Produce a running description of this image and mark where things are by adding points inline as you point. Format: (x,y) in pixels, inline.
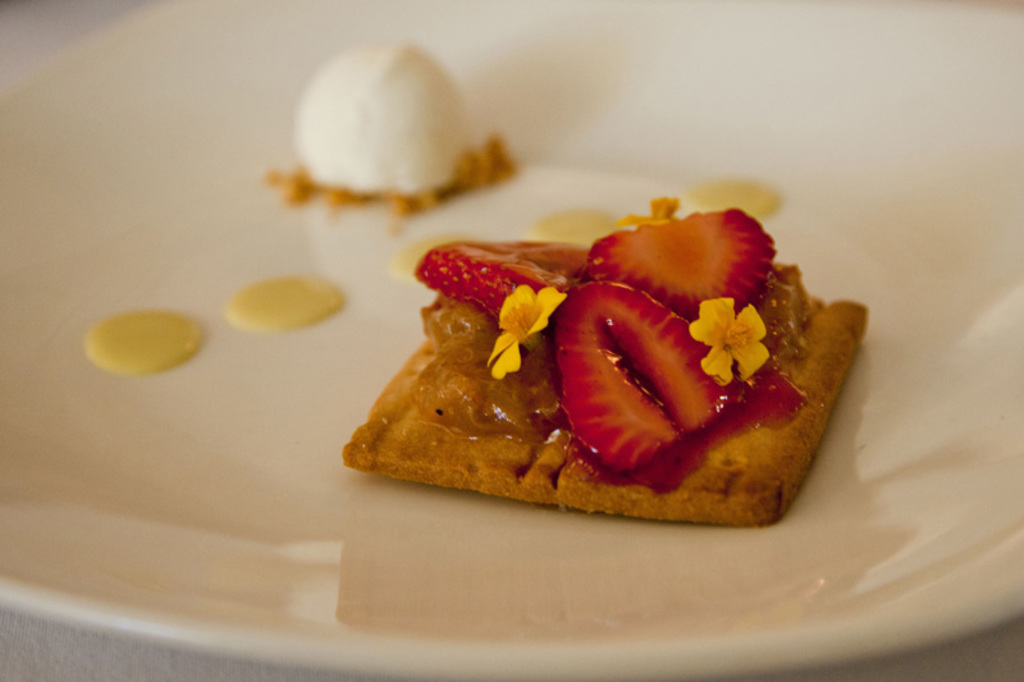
In the image we can see a plate (190,156), in the plate (283,94) we can see some food (333,111).
